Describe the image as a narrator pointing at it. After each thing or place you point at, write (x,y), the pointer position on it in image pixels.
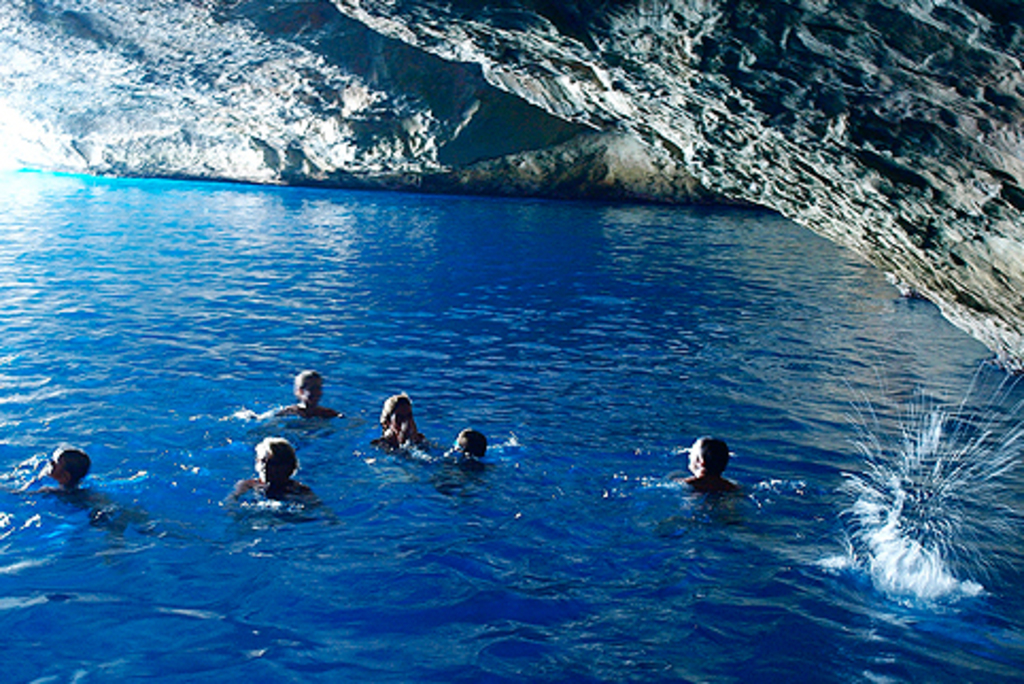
In the picture we can see water (31,531) which is blue in color in it we can see some people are swimming and beside it we can see rock hill (249,51).
